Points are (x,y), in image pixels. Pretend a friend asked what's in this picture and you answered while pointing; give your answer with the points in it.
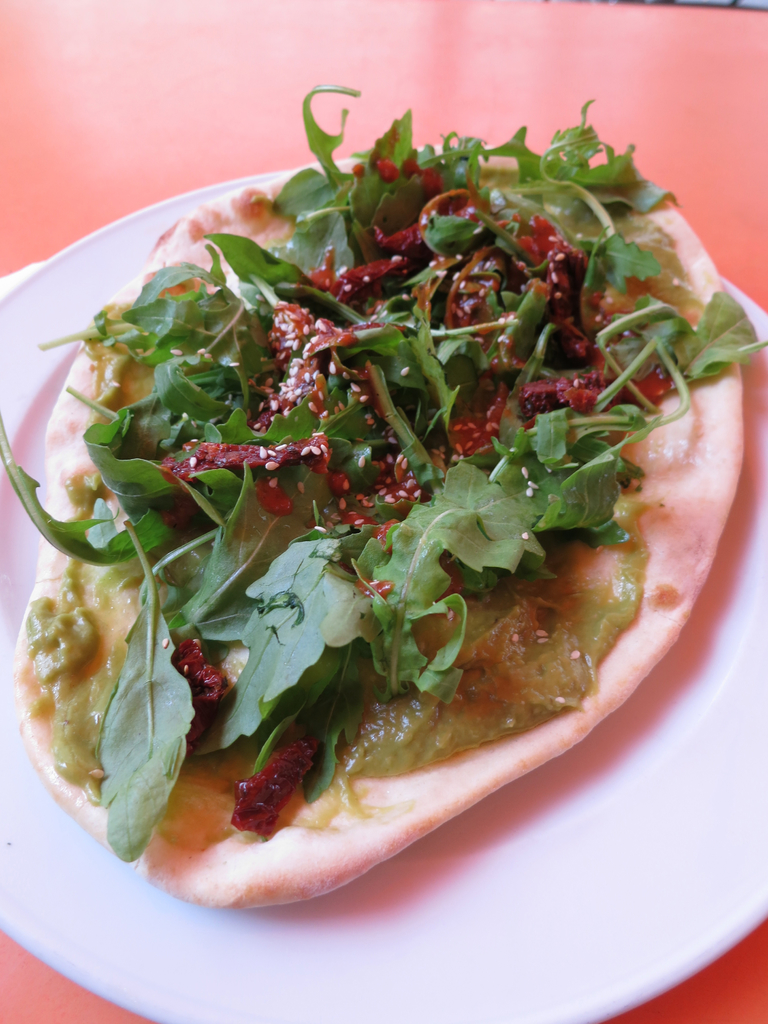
In the picture we can see a white color plate (425,926) on it we can see a cream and on it we can see some leafy vegetables (589,466).
